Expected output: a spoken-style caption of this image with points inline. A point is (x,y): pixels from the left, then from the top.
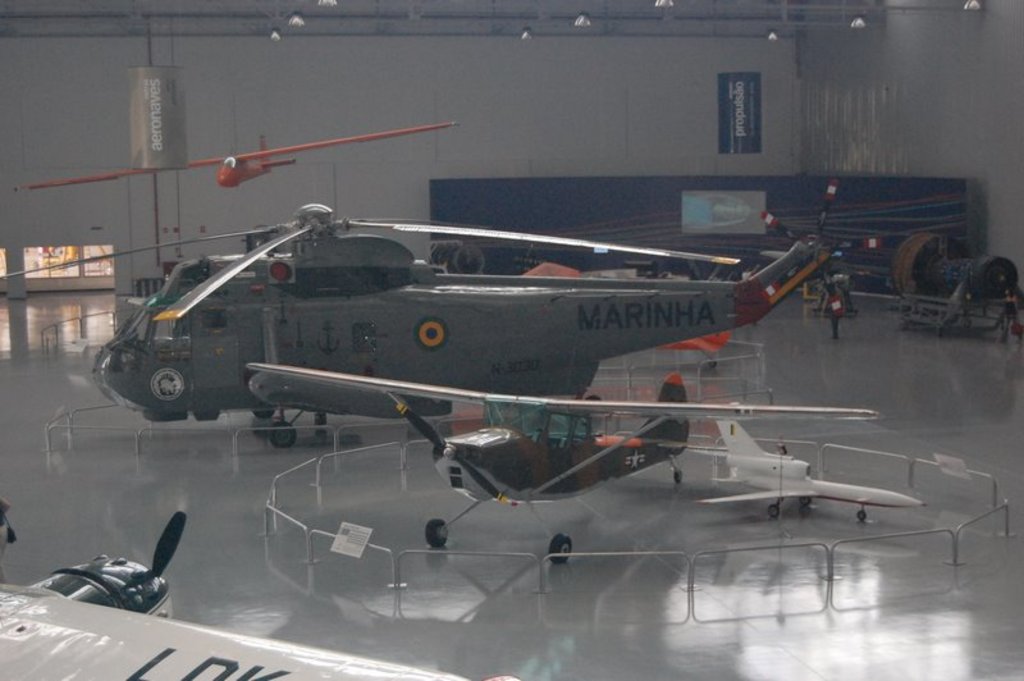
In this image, we can see airplanes (660,446) and we can see the walls (526,134).
